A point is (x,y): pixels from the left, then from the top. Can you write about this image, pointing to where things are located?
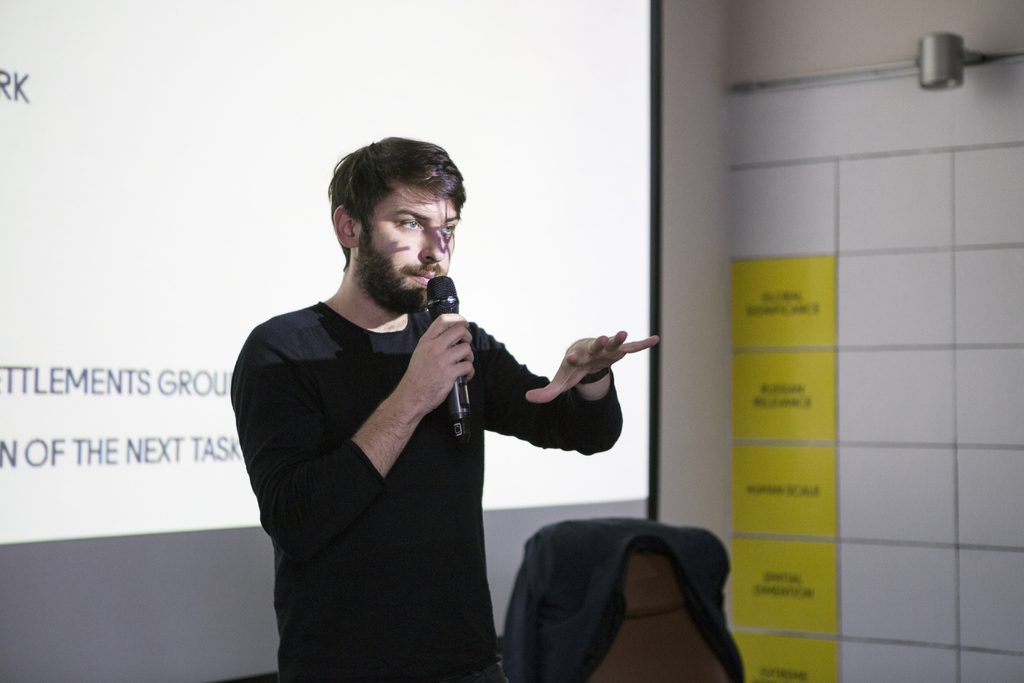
In the center of the image (381,415) we can see a person (424,552) standing holding a mic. We can also see a coat (565,586) on a chair (625,637) placed beside him. On the backside (774,451) we can see a wall (705,216), light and the display screen (55,230) with some text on it.
